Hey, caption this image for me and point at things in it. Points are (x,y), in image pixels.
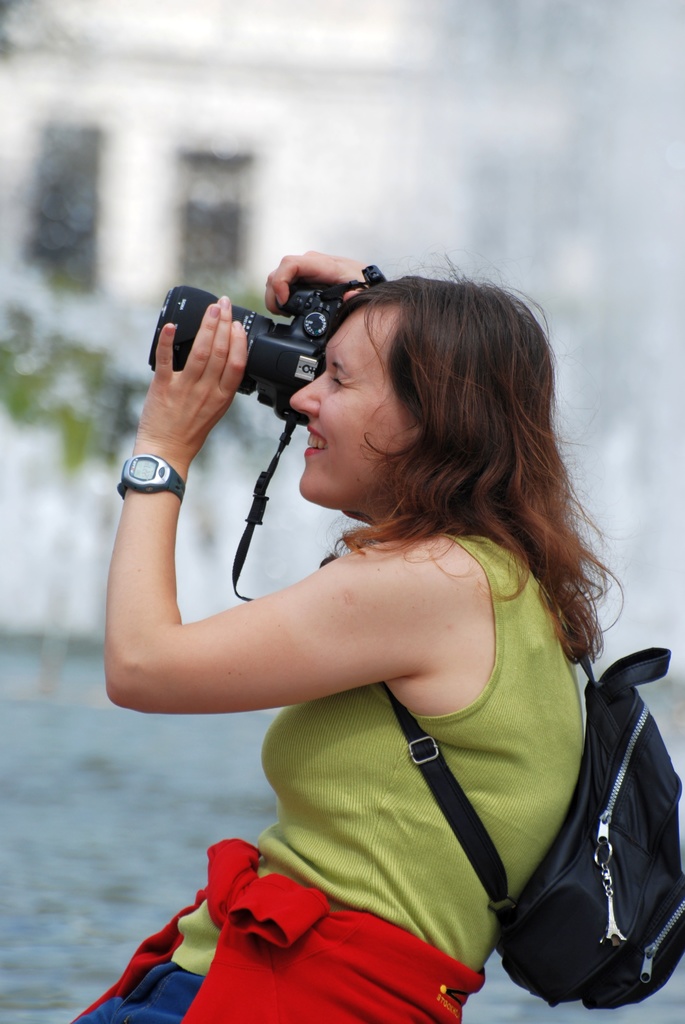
In the image, we can see there is a woman (358,586) wearing black color bag (578,851), green color t shirt (418,825), silver color watch (167,476) and holding camera (274,343) in her hand (223,386). The background (387,122) is blurry.
